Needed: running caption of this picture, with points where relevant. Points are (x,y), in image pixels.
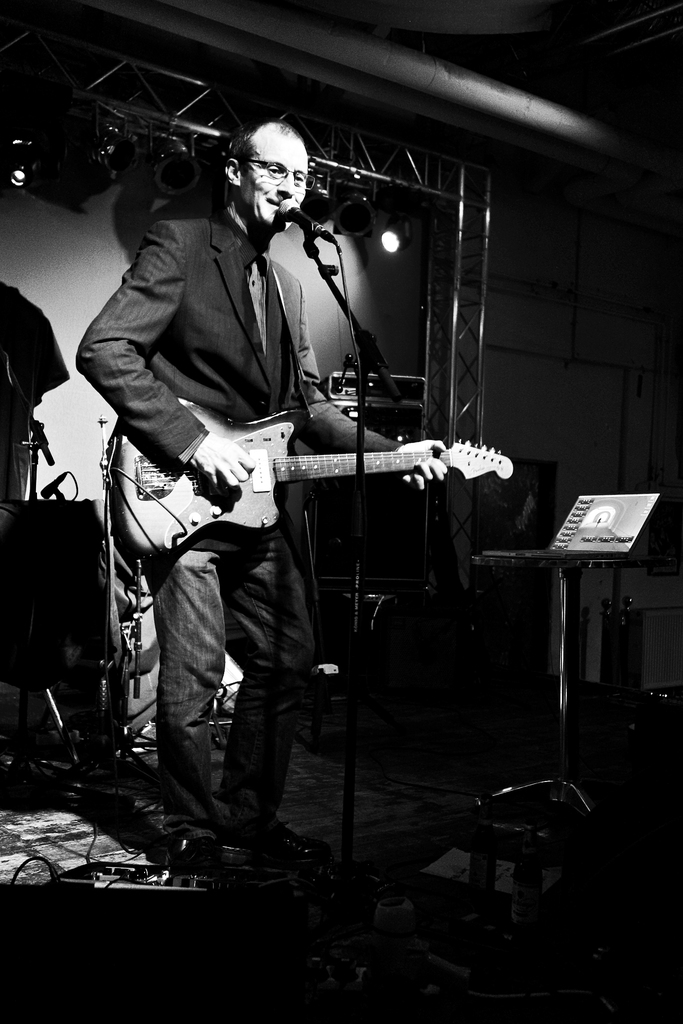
In this image, there is a person (278,292) wearing clothes (211,347) and playing a guitar (252,517). This person (243,348) is standing in front of the mic (308,223). There are some musical equipment (58,560) behind this person (214,360). There are some lights (98,154) in the top left of the image (83,143). There is a table (553,560) on the right side of the image (552,569).
